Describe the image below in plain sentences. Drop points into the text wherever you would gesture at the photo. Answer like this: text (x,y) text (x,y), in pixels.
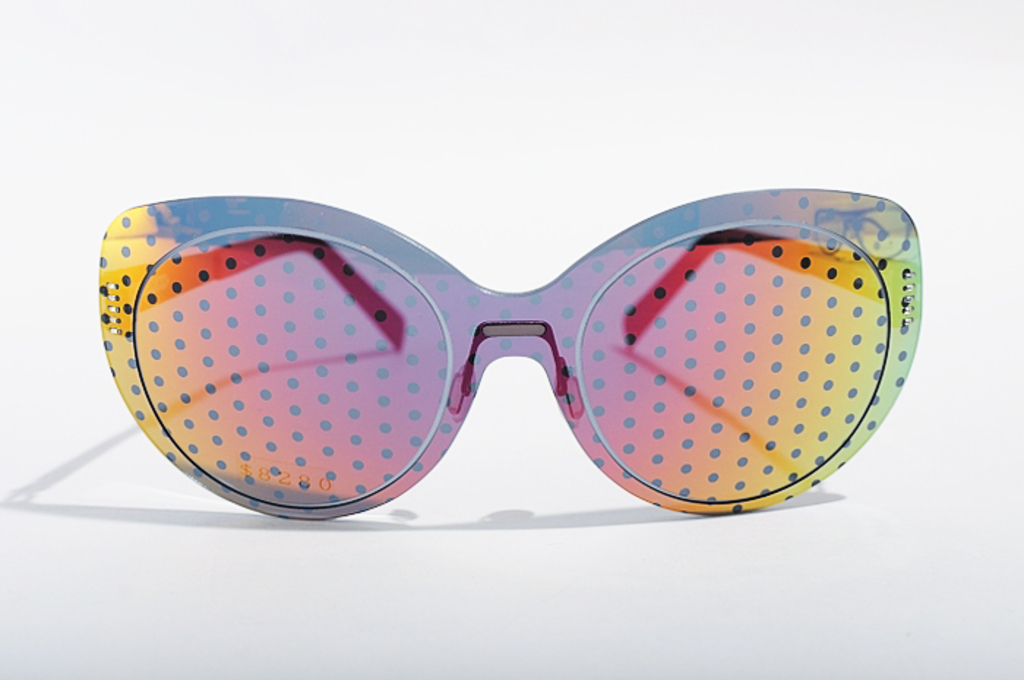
In this image there is goggles (205,353). On goggles (451,342) there are different colours having dots (747,410) on it. Background is white in colour.
